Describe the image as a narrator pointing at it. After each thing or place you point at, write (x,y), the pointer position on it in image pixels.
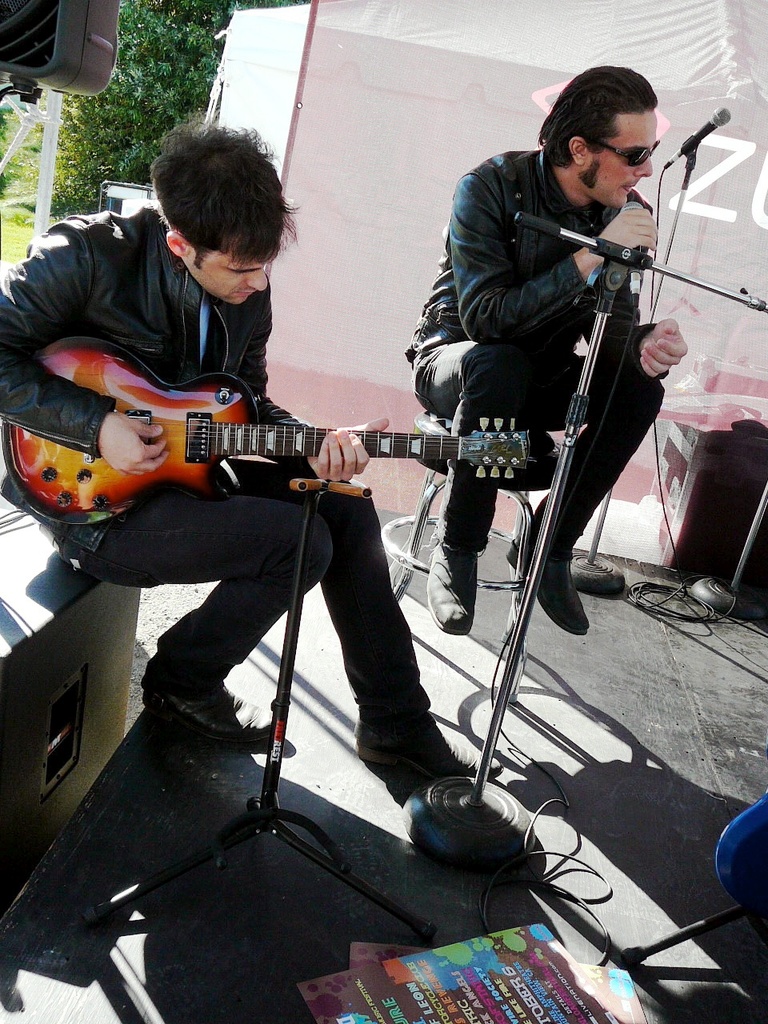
In this image I see a man (176,321) who is holding a guitar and I also see another man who is holding the mic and both of them are sitting. I can also see there are wires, and equipment (18,702) and In the background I see the tree (13,192).
